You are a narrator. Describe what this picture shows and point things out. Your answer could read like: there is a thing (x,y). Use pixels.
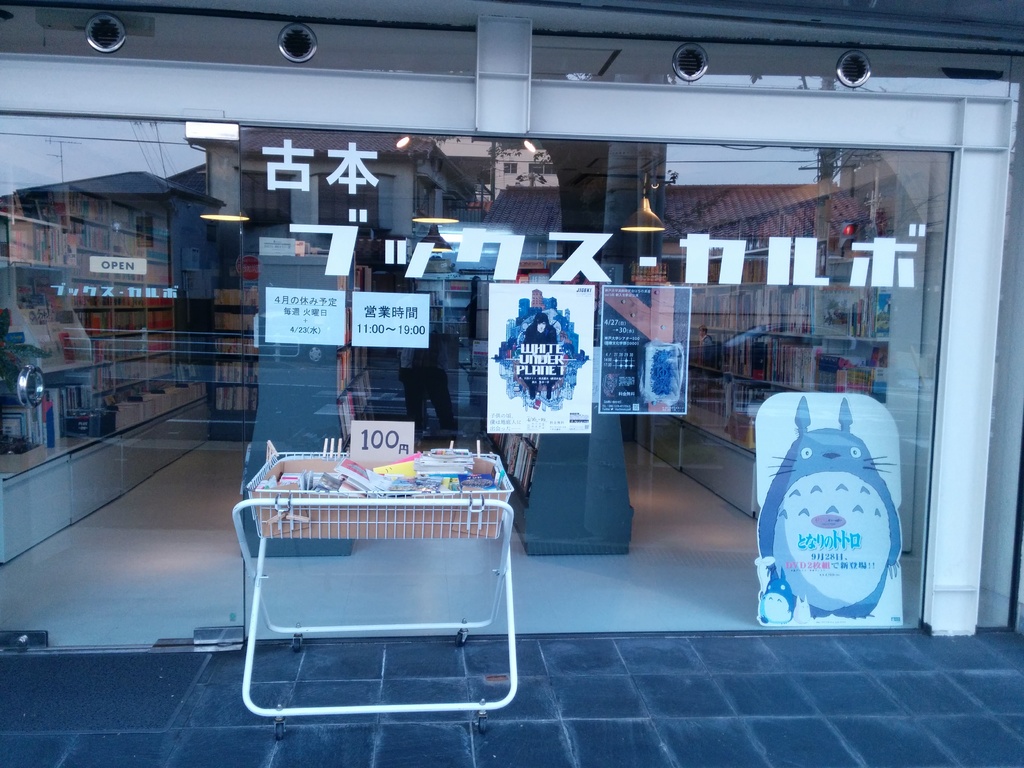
In the foreground of the image (426,480) we can see a table (423,494) with some objects (414,473) and board (388,456) with text (844,565) place on the ground (470,722). In the background (913,473), we can see a glass door (176,276) with some posters (669,340), group of books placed in racks (208,328) and some lights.
